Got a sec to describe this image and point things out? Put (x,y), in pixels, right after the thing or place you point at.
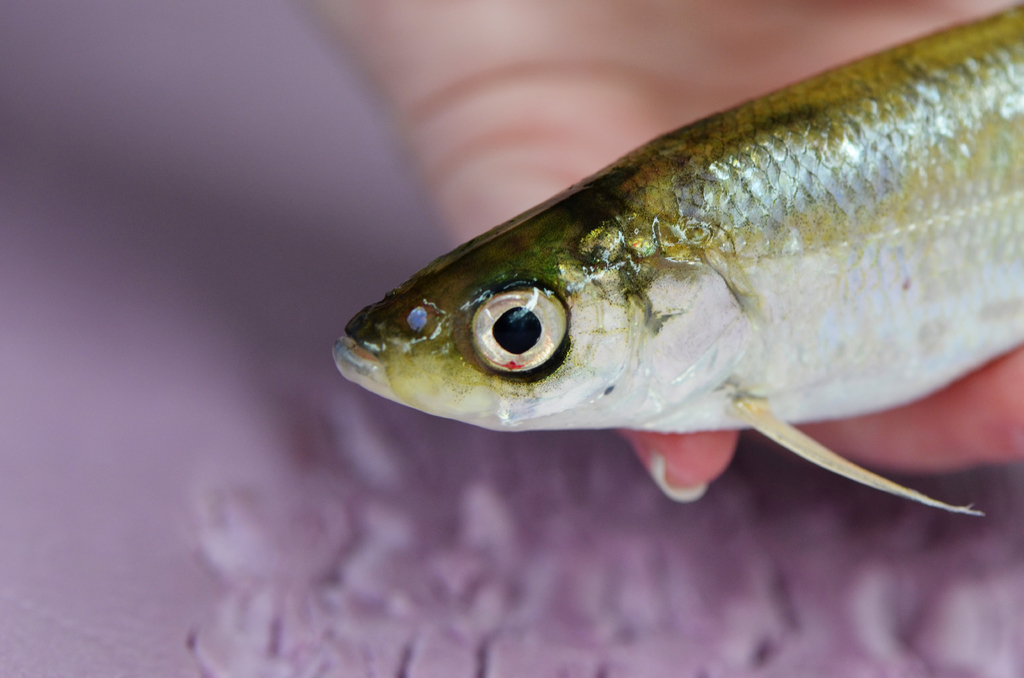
Here in this picture we can see close up view of a fish (670,220) present in a hand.
